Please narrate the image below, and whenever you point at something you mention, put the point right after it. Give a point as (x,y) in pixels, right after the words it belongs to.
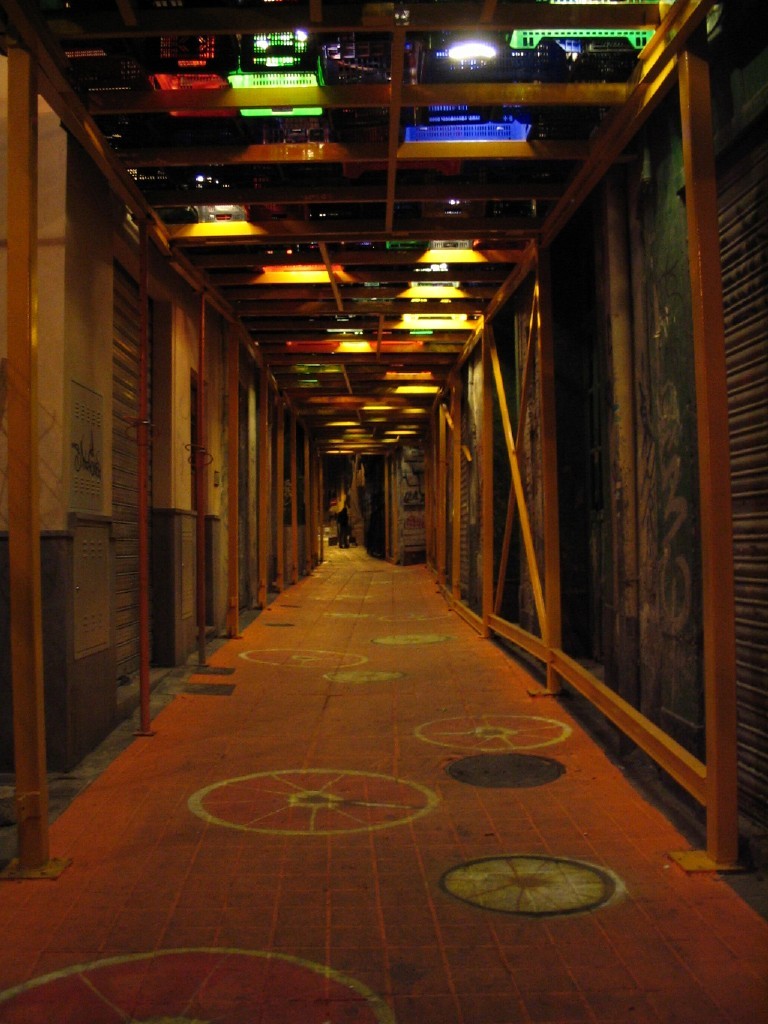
In this image I can see a walkway (276,600) and design (376,791) with a painting (542,896) on the floor (308,792). I can see a wooden roof top (397,144) with some lights (423,326). On the right (554,460) and left sides of the image I can see some poles (492,471), doors (588,443), walls (480,474), and shutters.
